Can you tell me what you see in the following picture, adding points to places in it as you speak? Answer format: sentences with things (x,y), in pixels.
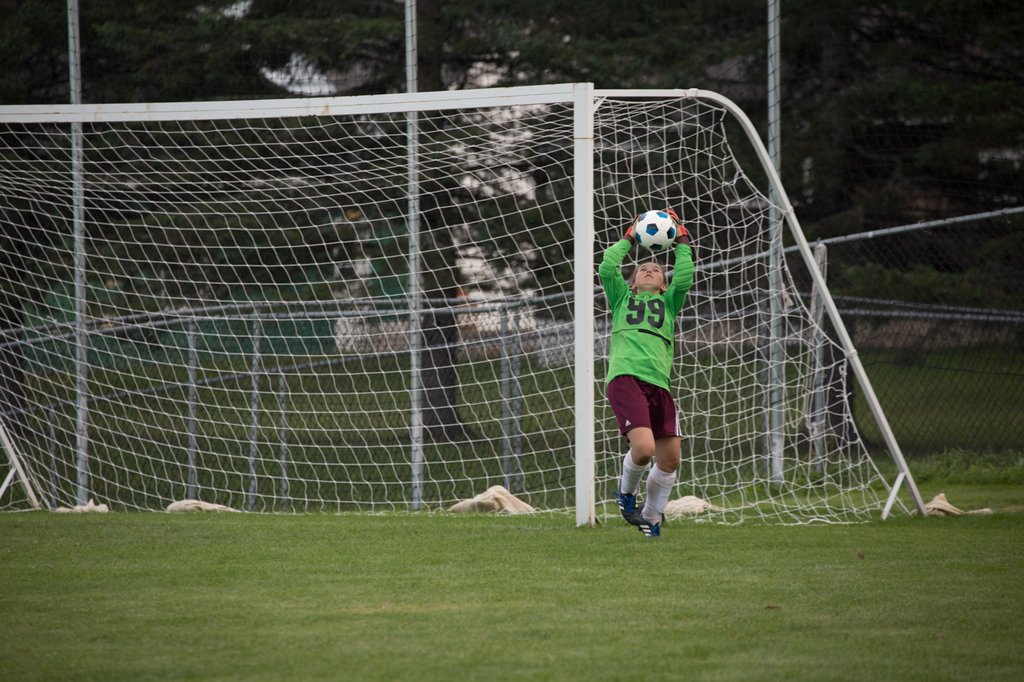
In this image, we can see a kid (637,314) wearing clothes (657,395) and holding a ball (650,235) with his hands (680,222). There is a goal post (287,240) in the middle of the image (512,341). There is a grass (499,537) on the ground (354,534). In the background of the image (863,178), there are some trees (855,142).
